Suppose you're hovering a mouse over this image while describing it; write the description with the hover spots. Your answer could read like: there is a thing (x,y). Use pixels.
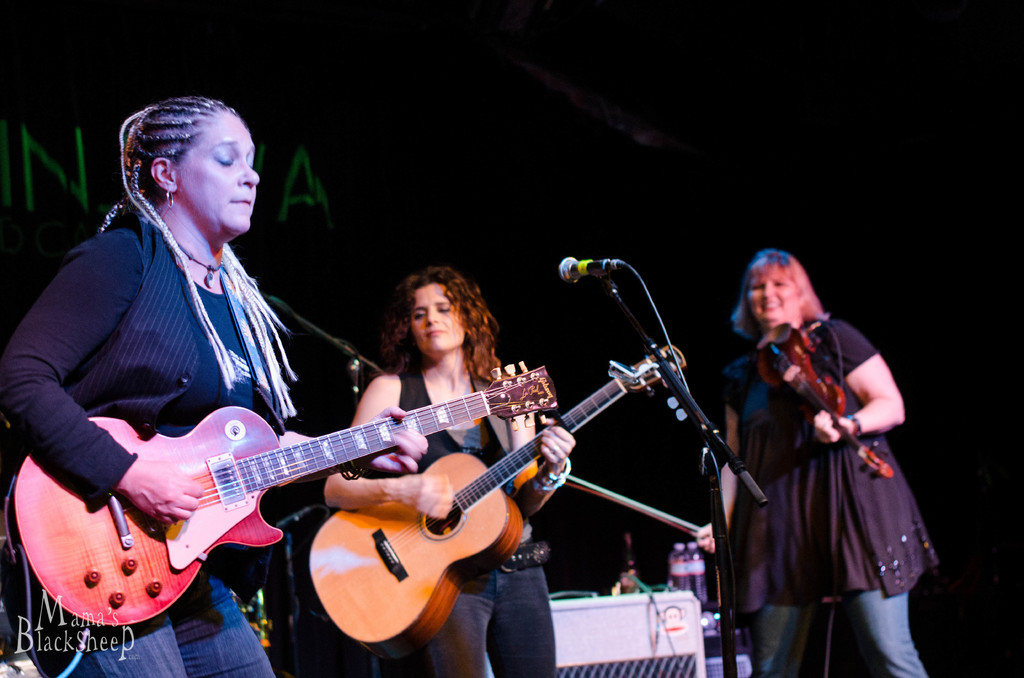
In this picture these three persons (372,405) standing. These two persons (378,406) holding guitar (464,457). This person (748,441) holding musical instrument (792,372). There is a microphone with stand (715,533). There is a bottles (676,586).
